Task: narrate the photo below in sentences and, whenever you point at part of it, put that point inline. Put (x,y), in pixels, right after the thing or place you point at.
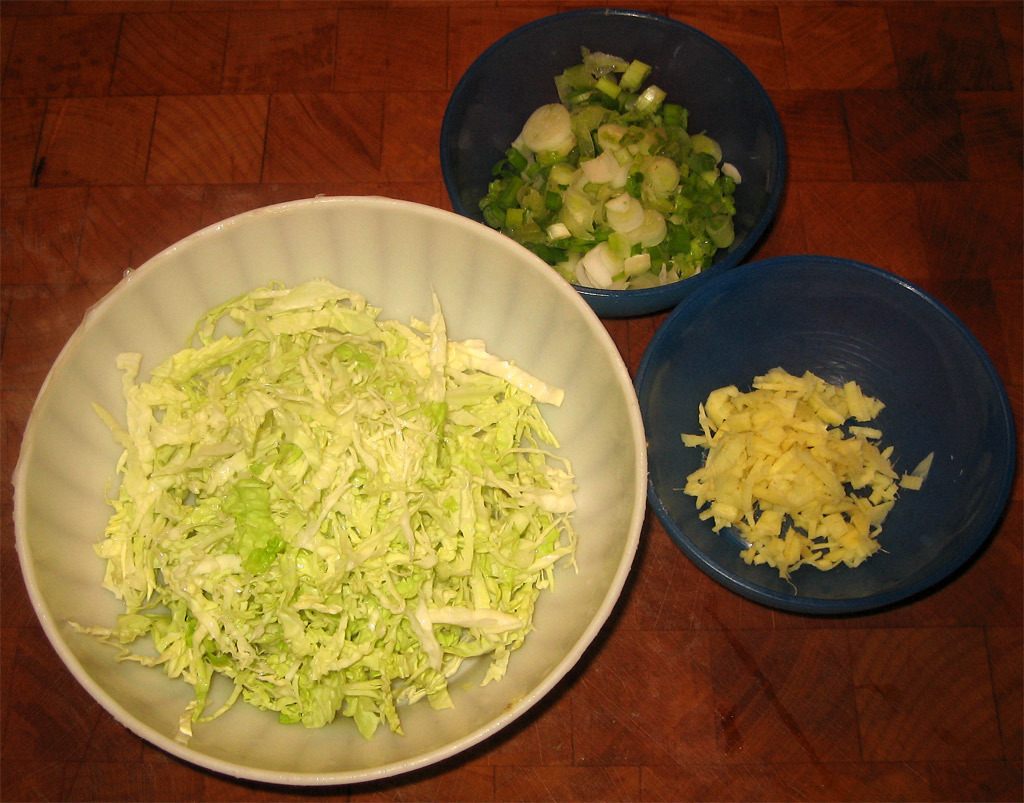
In this image there are three bowls (505,298) placed on the wooden surface (764,691). There is one white bowl (511,318) with a chopped cabbage (394,523) and chopped ginger (821,445) in one blue bowl (872,345) and chopped onions (619,96) in another blue bowl (730,126).
